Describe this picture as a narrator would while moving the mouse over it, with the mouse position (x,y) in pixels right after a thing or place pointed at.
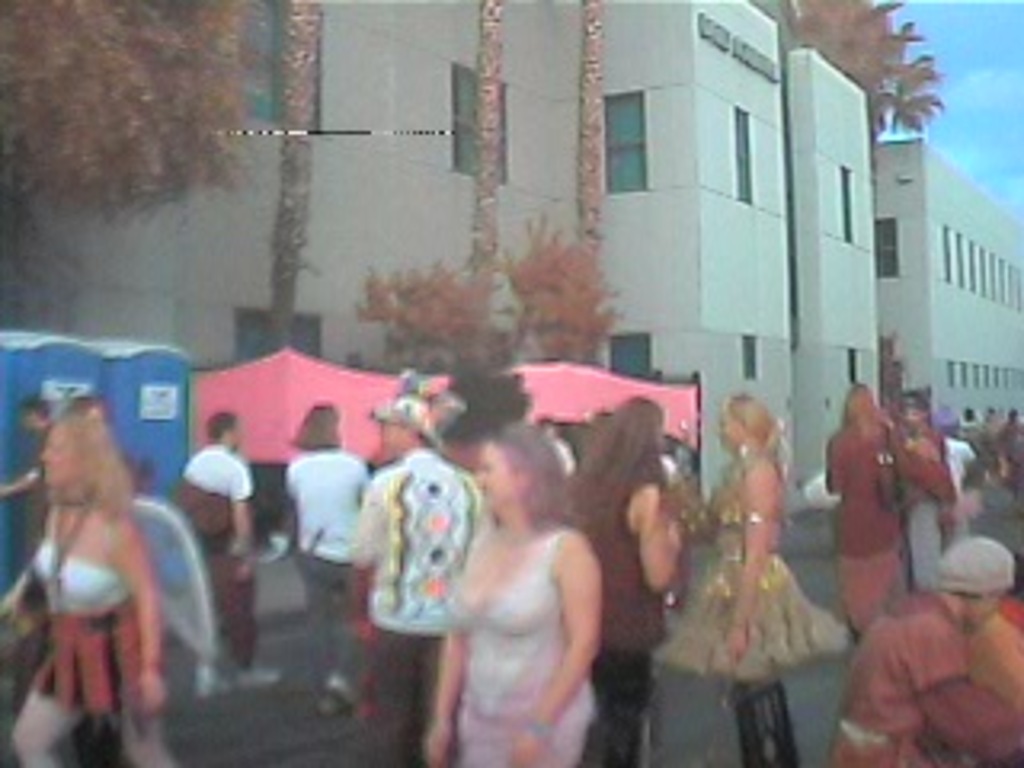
In this image, I can see a group of people (740,516) standing on the road (701,728). In the background (200,396), there are tents (624,393), readymade toilet cabins (127,436), trees (167,25), buildings (811,150) and the sky (971,82).
